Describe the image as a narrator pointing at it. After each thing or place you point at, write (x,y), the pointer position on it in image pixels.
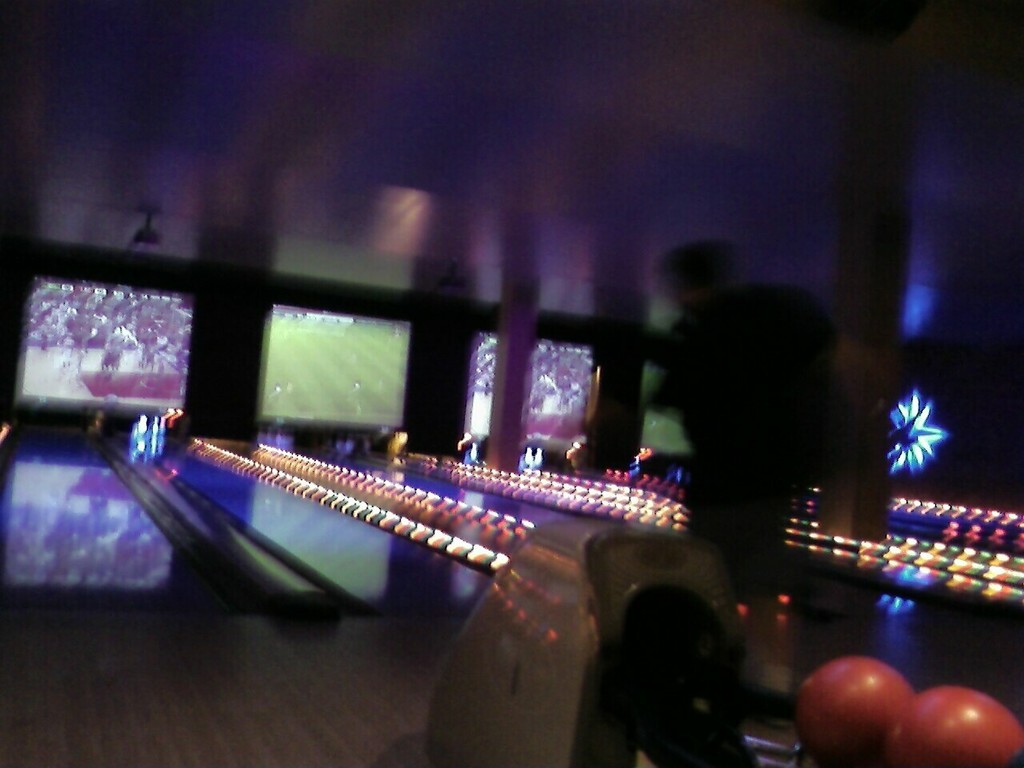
In this image I see the bowling platform (330,457) and I see the lights (616,483) and I see the red color balls (882,701) over here and in the background (482,410) I see the screens (310,341) and I see a person (698,327) over here and I see that the person (690,320) is blurred.
